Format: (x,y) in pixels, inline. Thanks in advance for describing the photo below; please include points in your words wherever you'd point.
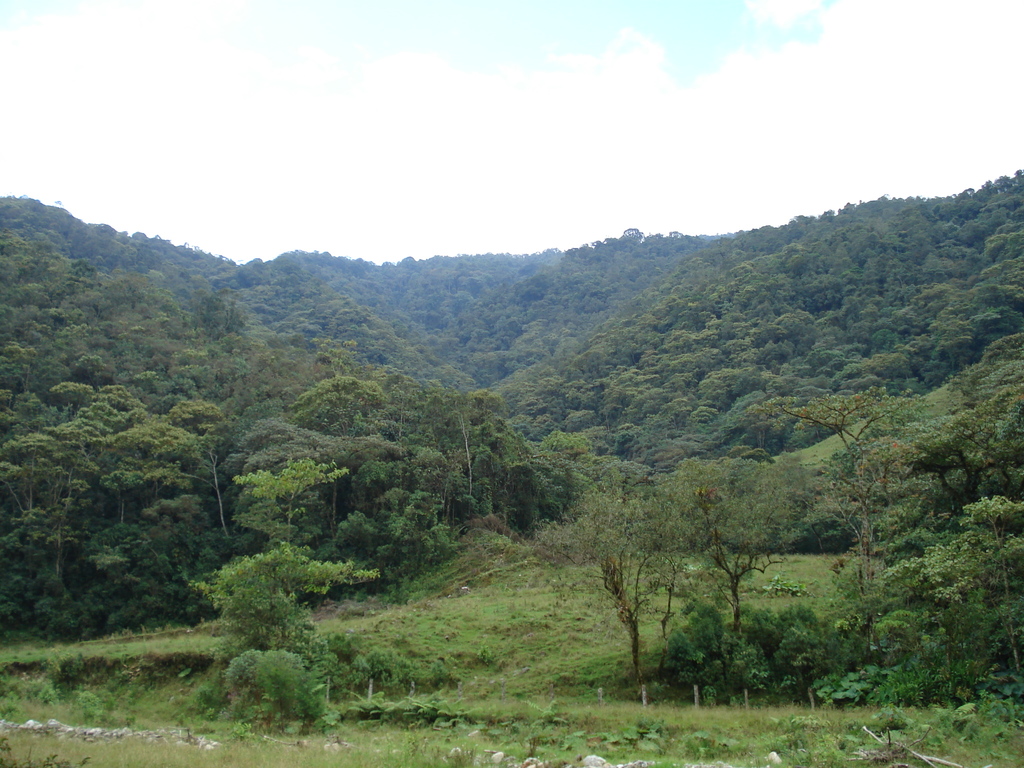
In this picture there are few trees (494,409) and mountains (438,342) and the ground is greenery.
